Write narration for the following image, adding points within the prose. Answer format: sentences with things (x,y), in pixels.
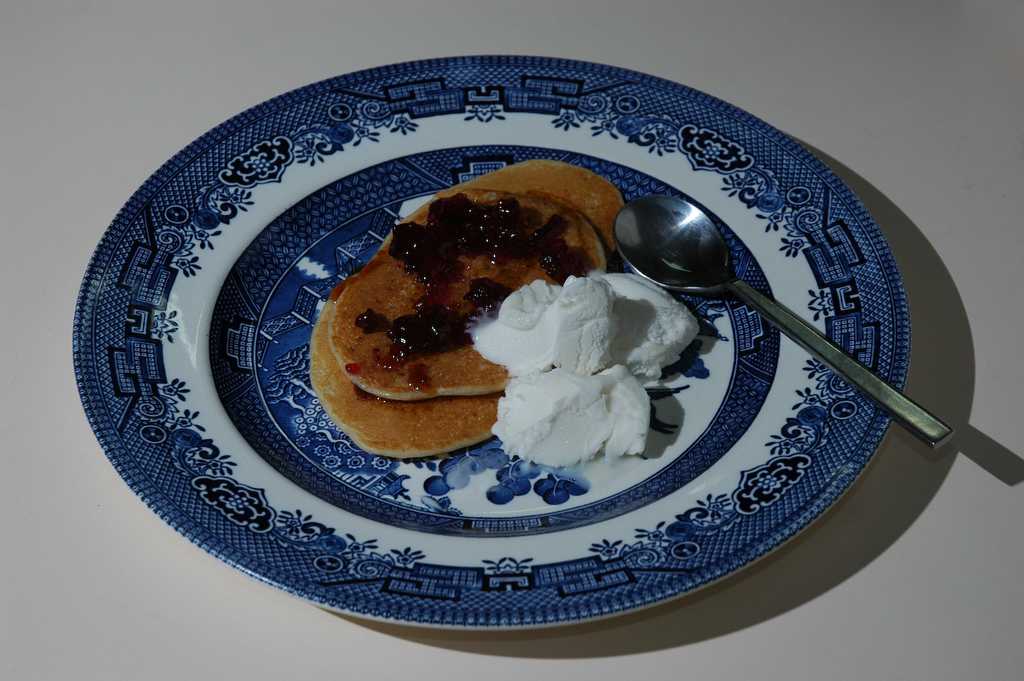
In this image we can see a plate (300,438) with some food (565,363) and a spoon (696,270), the background (1014,101) is in white color.
